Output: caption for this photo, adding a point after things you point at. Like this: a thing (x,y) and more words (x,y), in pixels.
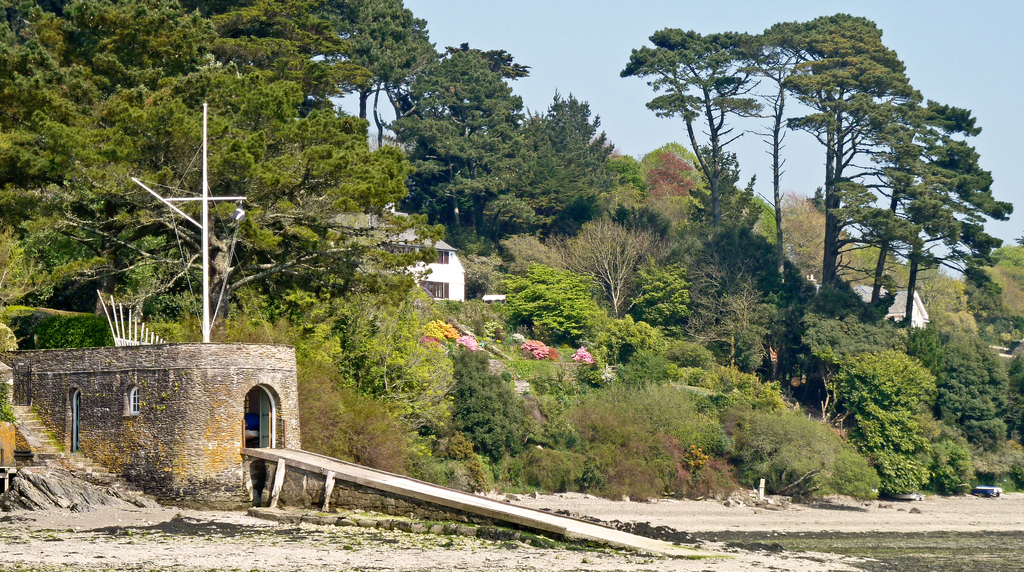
To the left side of the image (172,365) there is a house (213,412) with a ramp (614,534). In the background of the image (581,189) there are trees (650,301), houses (441,275), sky (566,62). At the bottom of the image (196,542) there is sand (376,555).
